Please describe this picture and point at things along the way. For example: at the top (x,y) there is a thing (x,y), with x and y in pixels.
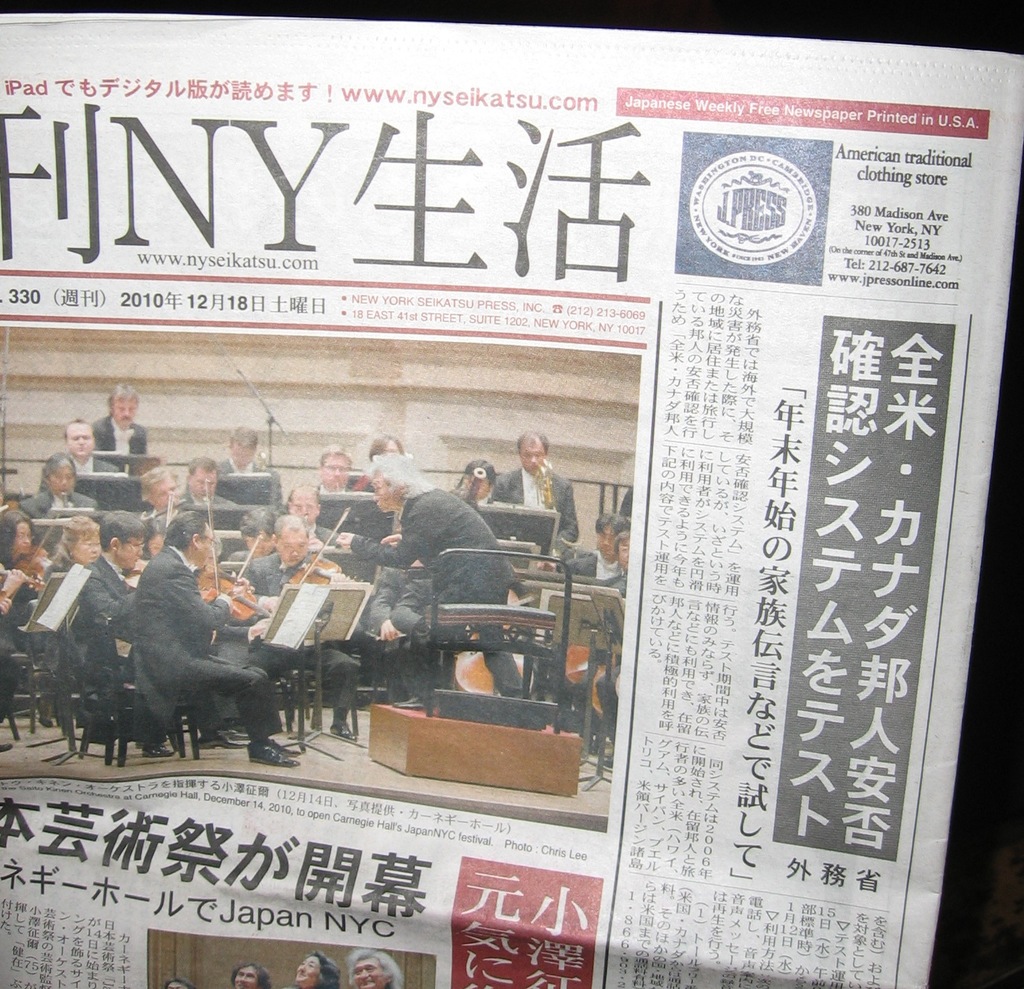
In this image we can see a paper (513,785) with the text (665,749) and also the people (309,493).
